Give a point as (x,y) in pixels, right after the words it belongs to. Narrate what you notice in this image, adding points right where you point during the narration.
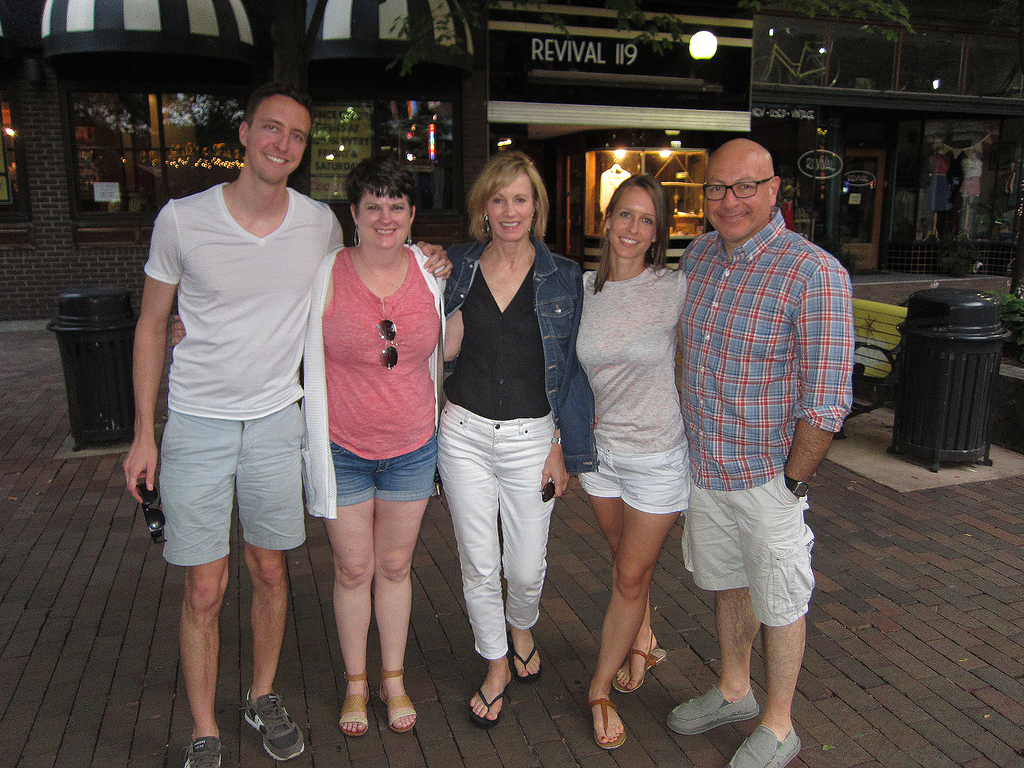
In this image in the front (361,233) there are persons (425,322) standing and smiling. In the background (951,431) there is a bin (906,385) on the right side (950,391) and there are buildings (708,104) tents (201,53) and on the left side (101,361) there is a bin (94,364) and on the wall (586,63) of the building (580,68) there is some text (590,51) and number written on it.
